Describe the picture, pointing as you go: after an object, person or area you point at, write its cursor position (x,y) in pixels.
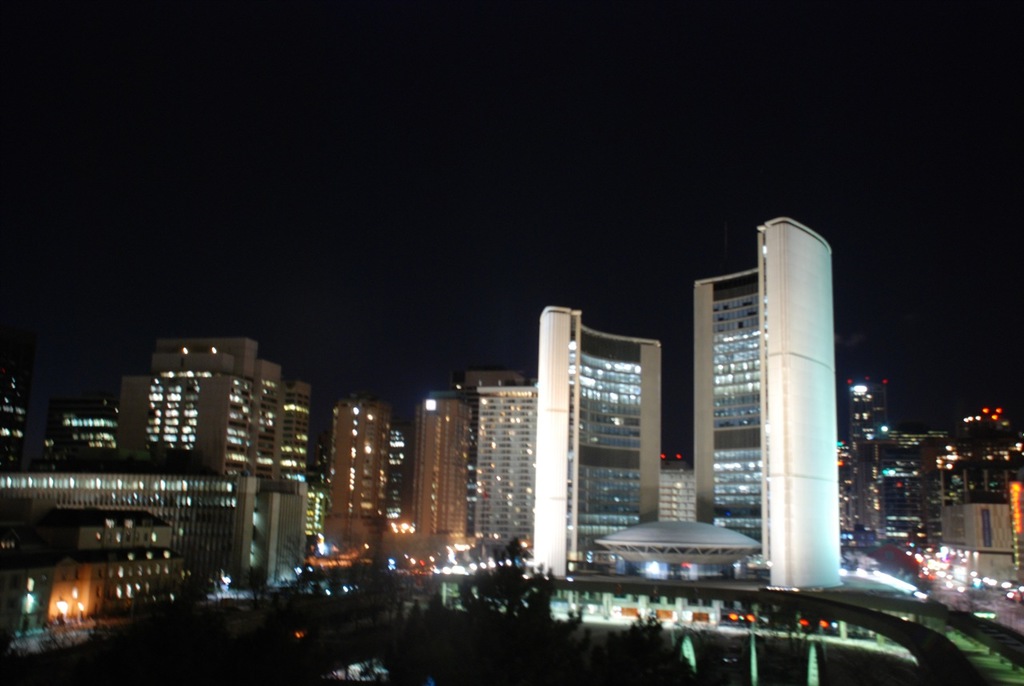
Here we can see buildings (604,518). There are lights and trees (495,601). In the background (500,260) there is sky (557,167).
